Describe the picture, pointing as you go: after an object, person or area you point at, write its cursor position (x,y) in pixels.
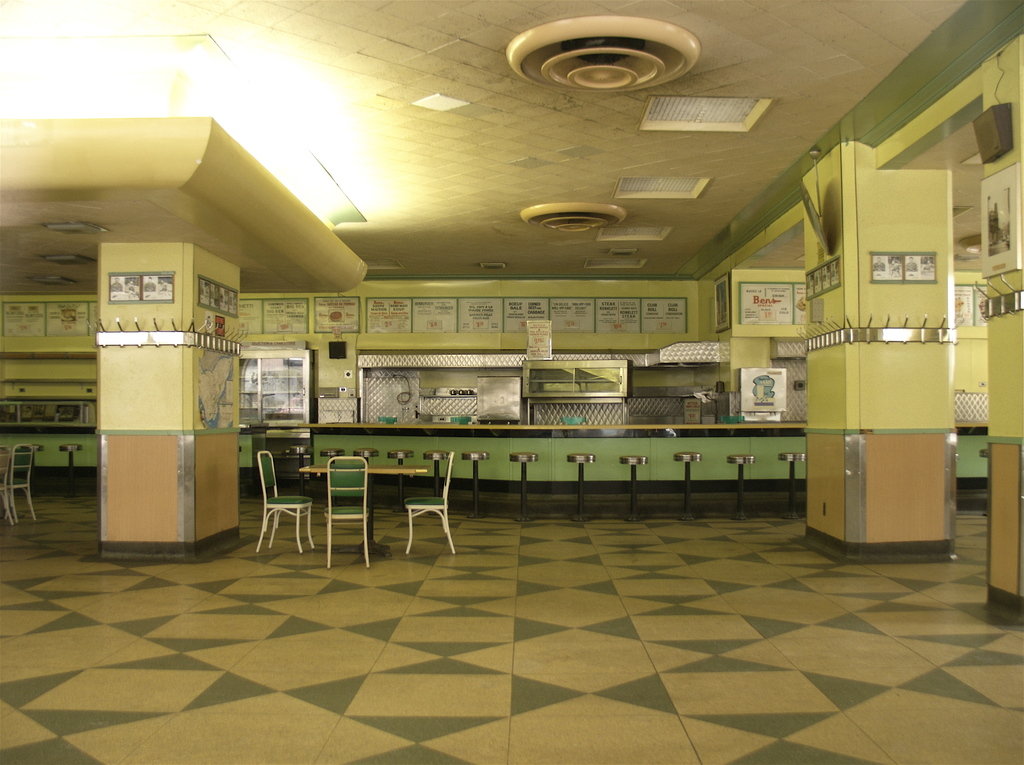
In this image there are few chairs (351,482) surrounded by a table (382,469). There are few pillars (214,466) attached to the roof (441,140). There is a desk (471,426). Before it there are few stools (744,455). Few posters (415,311) are attached to the wall (653,289). Few lights (670,112) are attached to the roof (544,176). Left side (2,463) there are few chairs (19,453).
